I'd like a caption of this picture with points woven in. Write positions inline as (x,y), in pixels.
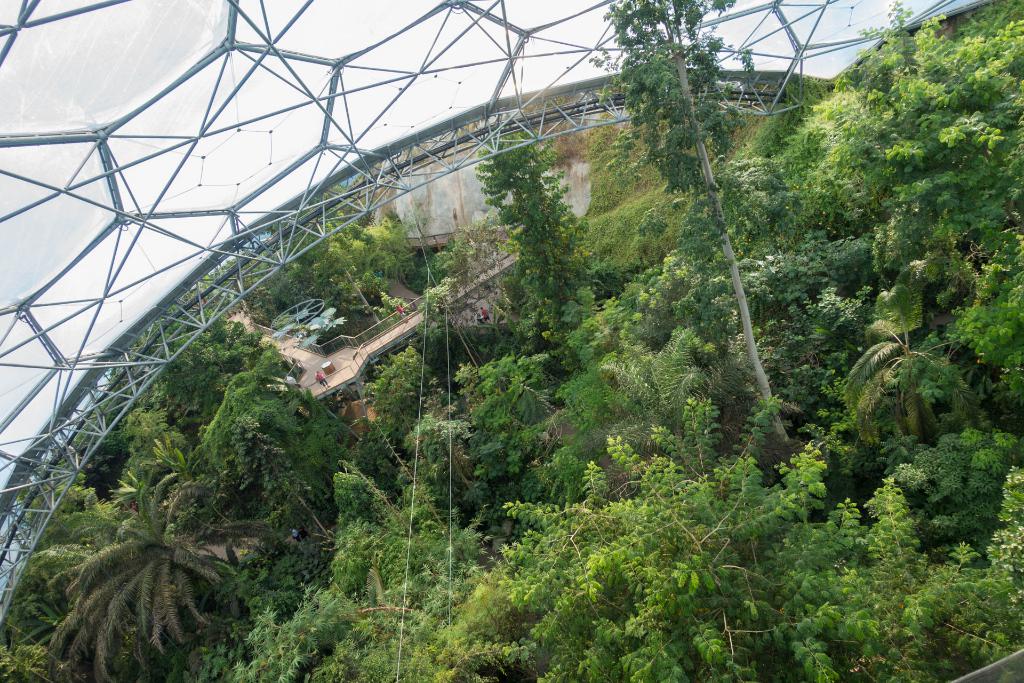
In this image there are some trees (557,432) and bridge (356,377) as we can see in the bottom of this image (335,574). There is a glass roof (221,93) on the top of this image (367,81).
